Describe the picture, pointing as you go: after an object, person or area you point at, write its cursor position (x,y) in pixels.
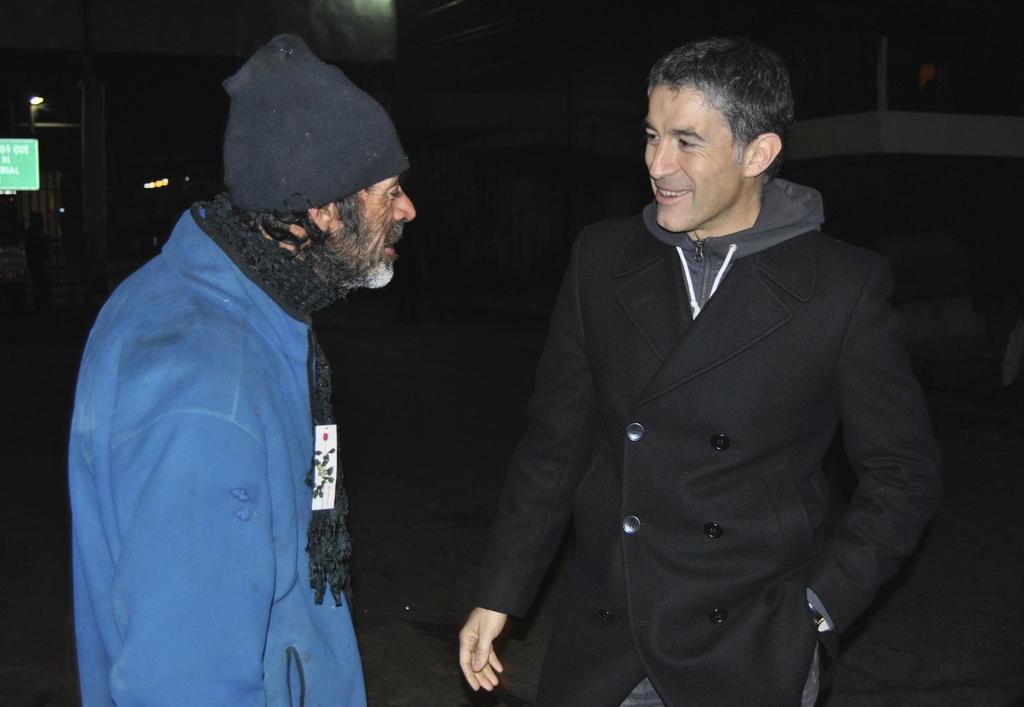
In this picture we can observe two men (647,433). One of the men (239,532) is wearing a blue color sweater (174,495) and a black color shrug (289,293) around his neck (277,280). He is wearing black color cap (300,132) on his head (290,218) and the other one was wearing a black color coat (593,433). On the left side (20,180) there is a green color board (17,165). In the background (461,138) it is completely dark.
